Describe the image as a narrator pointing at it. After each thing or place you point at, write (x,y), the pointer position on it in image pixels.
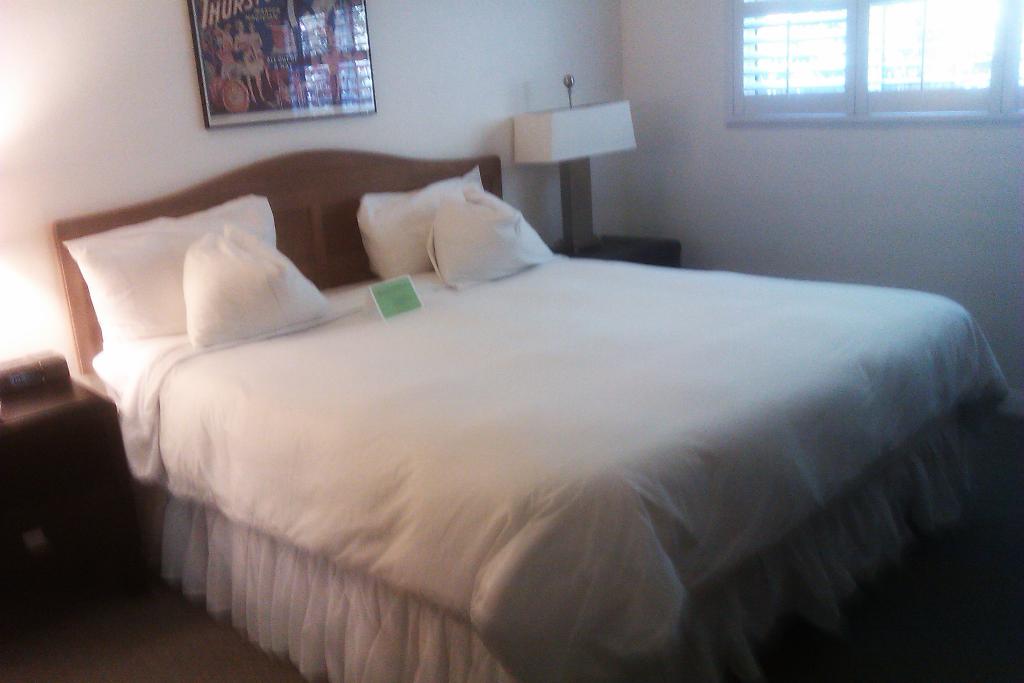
In this picture we can see a bed (508,385). These are the pillows (446,257). There is a frame (299,33) and this is lamp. Here we can see a window (826,74) and this is floor (90,646).
